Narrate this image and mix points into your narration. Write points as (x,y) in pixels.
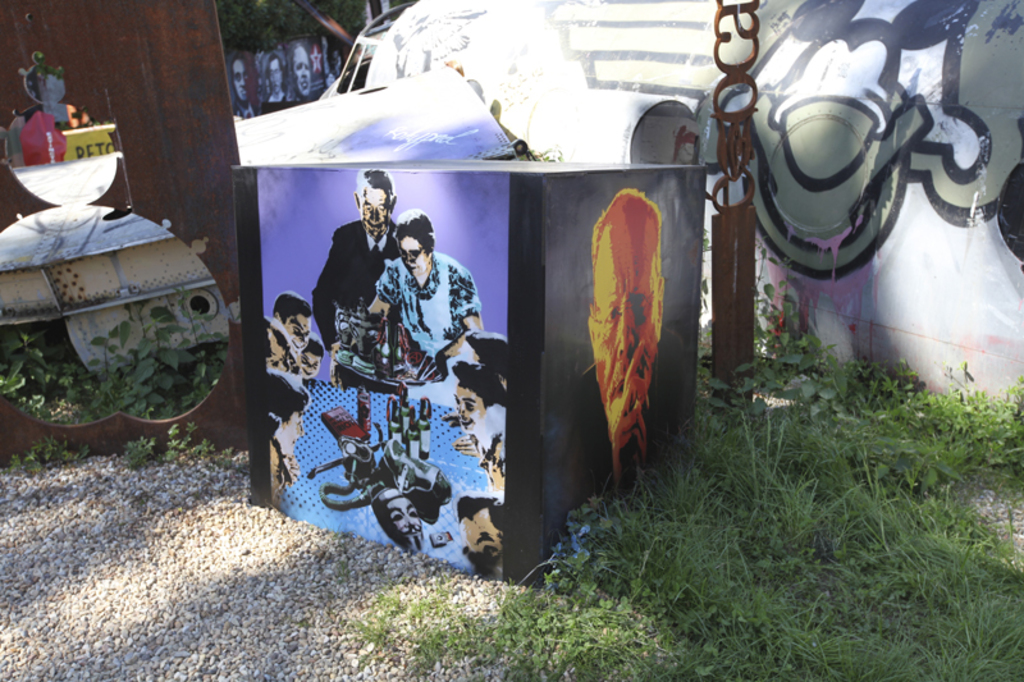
In this picture we can see stones (332,607), grass (411,607) and plants (521,617) at the bottom (732,676), on the right side (891,226) we can see graffiti (863,180), in the background (276,23) we can see trees (256,18), there is a box (459,373) in the middle (484,339), we can see painting (460,299) on the box (545,256).
